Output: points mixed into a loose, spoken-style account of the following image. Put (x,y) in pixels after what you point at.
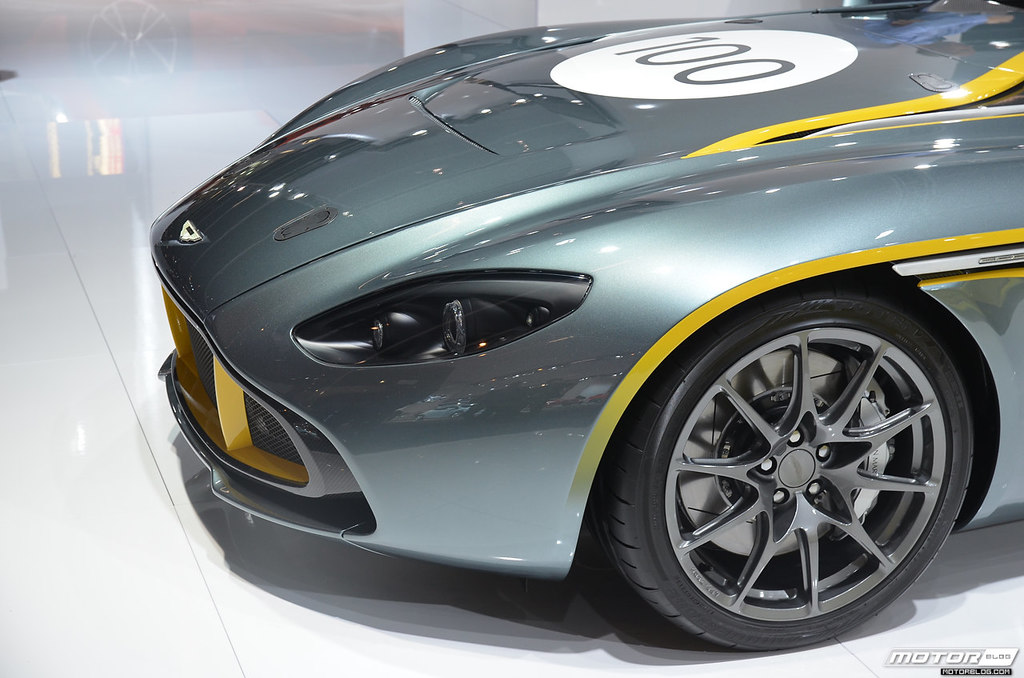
In this image I can see a car (654,206) and here I can see something is written. I can also see a watermark (945,661) over here.
